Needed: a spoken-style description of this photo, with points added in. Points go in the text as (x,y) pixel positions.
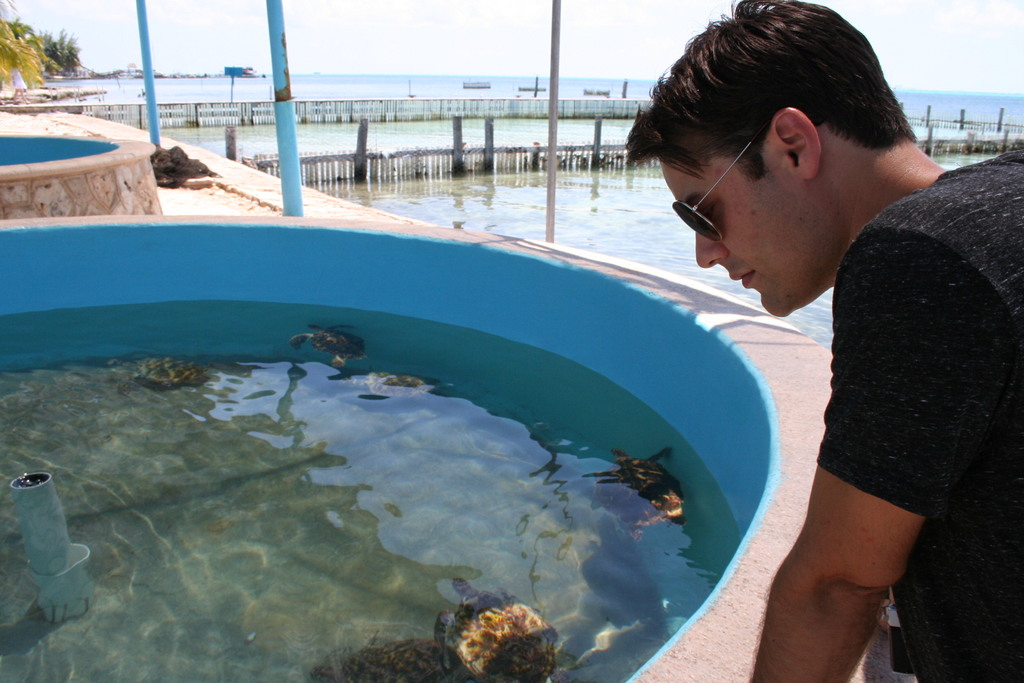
In this image, we can see few tortoises (529,639) in the water (324,562). Right side of the image (975,528), we can see a person (903,330) wearing glasses (686,217). Background (560,181) we can see some poles (151,127), some trees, fencing (474,153), sea (430,123). Left side of the image (79,188), we can see some round in shape.
